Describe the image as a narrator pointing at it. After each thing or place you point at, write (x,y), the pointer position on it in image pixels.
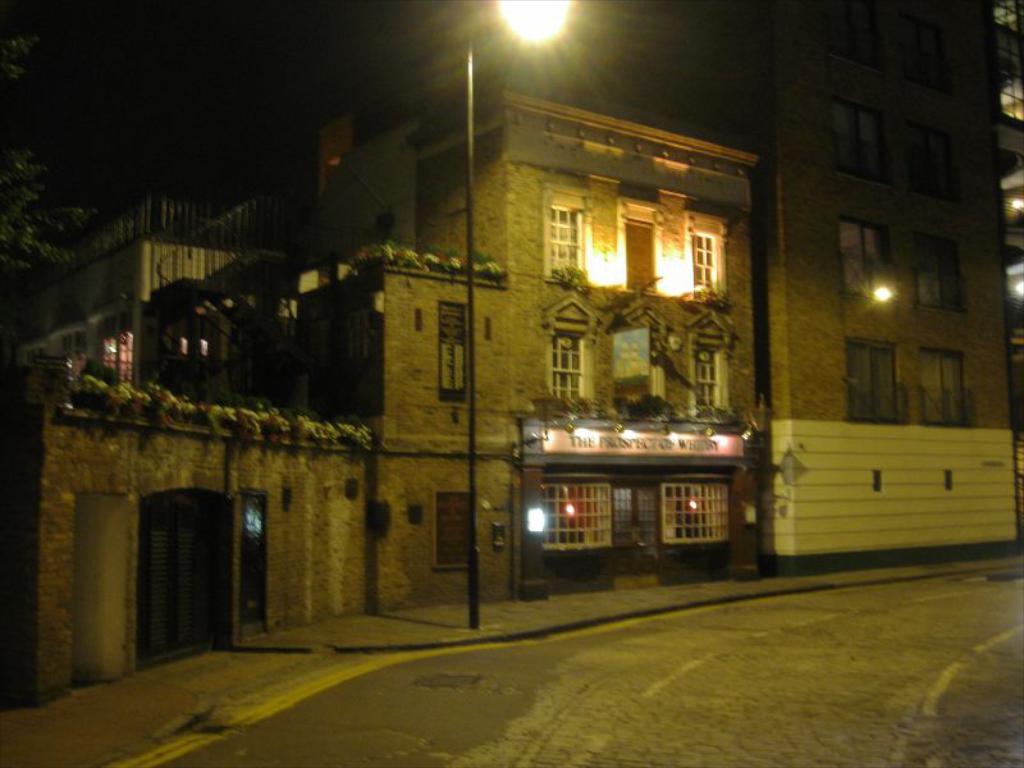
In this image I can see the road (745,695). To the side of the road (507,730) I can see the light pole (469,407), buildings (451,422) with windows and board (567,447). I can also see the tree (2,202) and there is a black background (88,107).
